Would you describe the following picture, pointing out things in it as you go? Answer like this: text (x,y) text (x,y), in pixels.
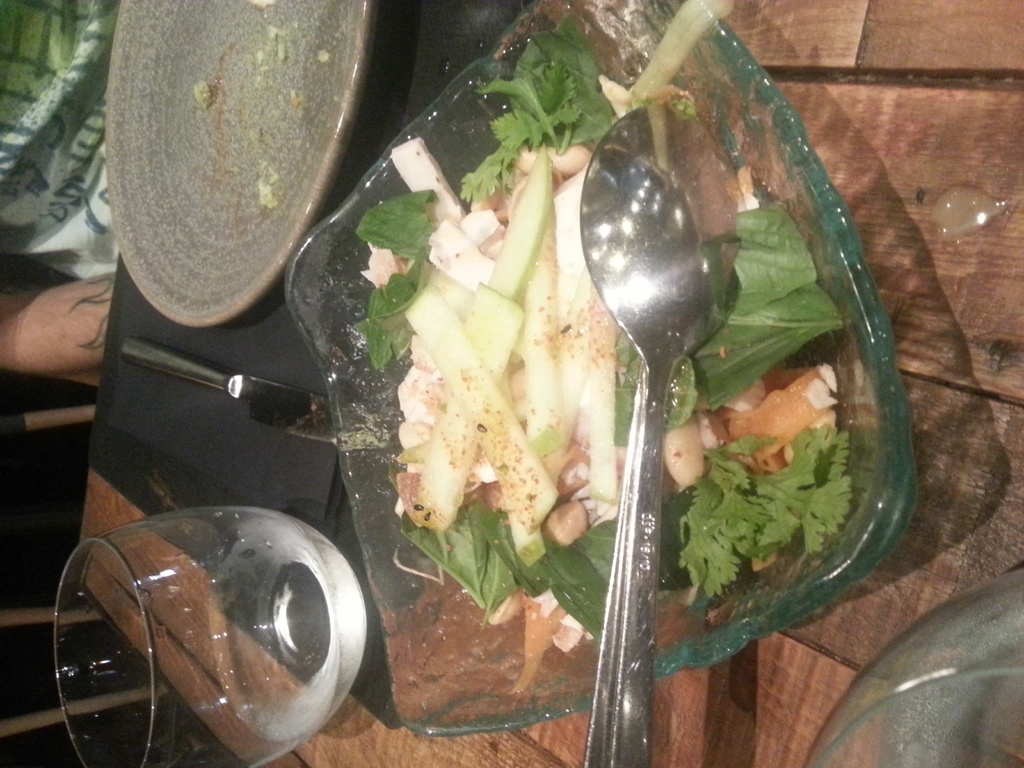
This is table (899,600). On the table (726,680) there is a plate (214,255), glass (198,626), spoon (610,688), bowl (587,641), and food (590,316). Here we can see a person (20,291).
